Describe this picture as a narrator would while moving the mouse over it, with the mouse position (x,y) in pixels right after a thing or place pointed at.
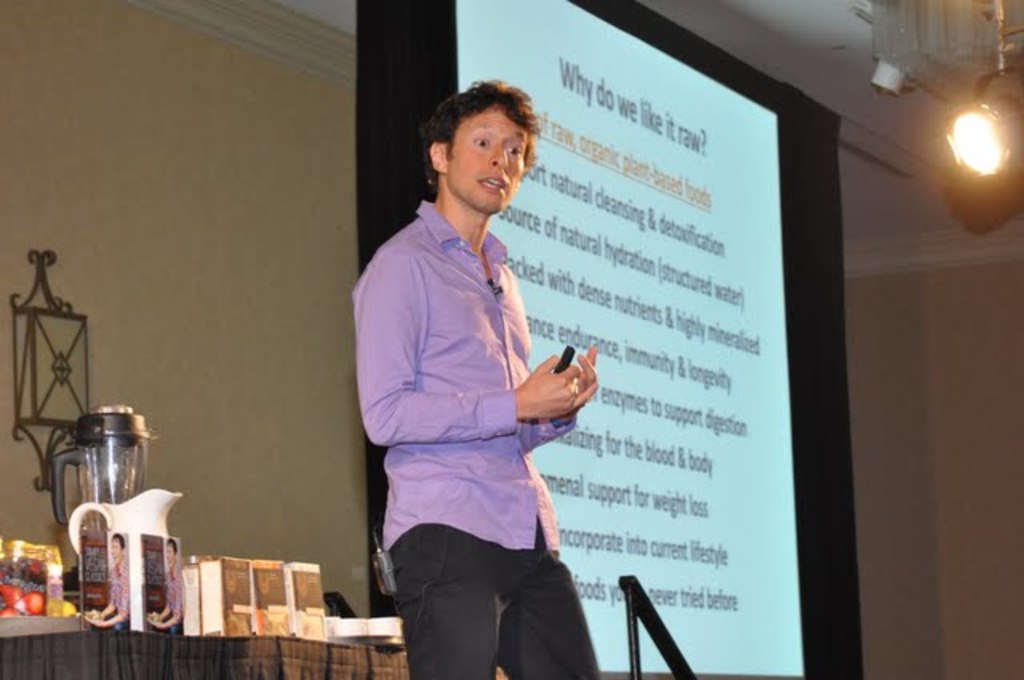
In this image I can see a man (457,385) is standing in the front (412,301), I can see he is wearing shirt (421,412), pant (447,555) and I can also see he is holding a black colour thing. On the left side of this image (165,653) I can see a table (288,662) and on it I can see few boxes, a white colour jug (108,519), few boards (143,589) and a juicer (95,496). On the right side (987,79) I can see a light (985,96) and in the background (689,89) I can see a screen (677,205). On the screen (533,269) I can see something is written.
